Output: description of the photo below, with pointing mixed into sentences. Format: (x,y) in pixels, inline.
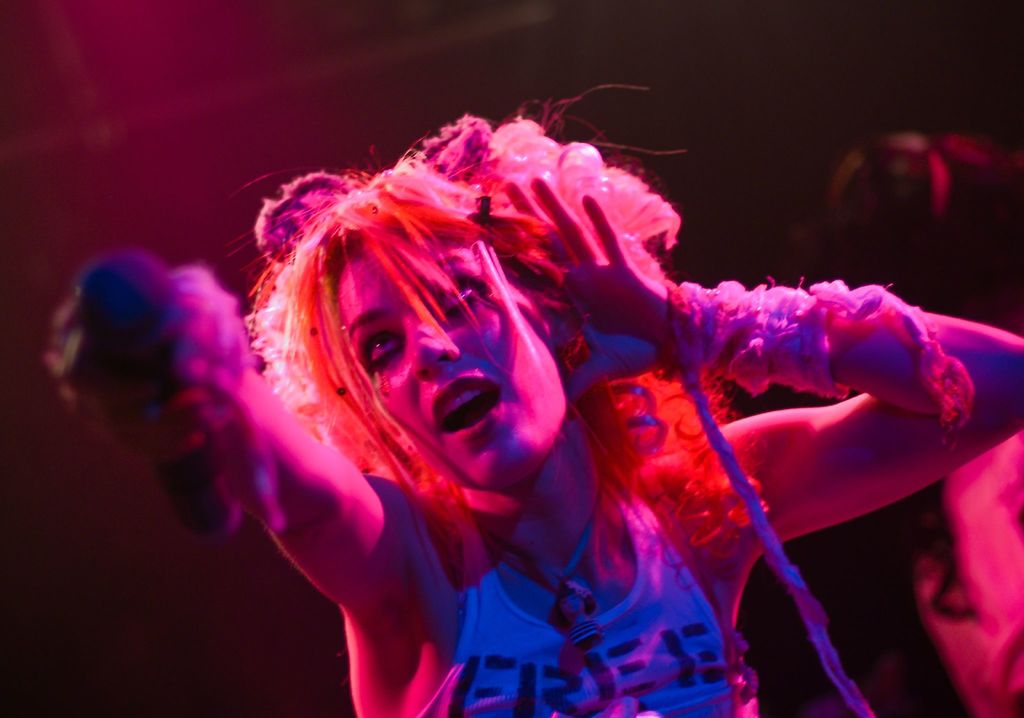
In the center of the image (628,322) there is a lady (365,512) holding a mic (135,306) in his hand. In the background of the image (921,168) there is another person (951,653).
